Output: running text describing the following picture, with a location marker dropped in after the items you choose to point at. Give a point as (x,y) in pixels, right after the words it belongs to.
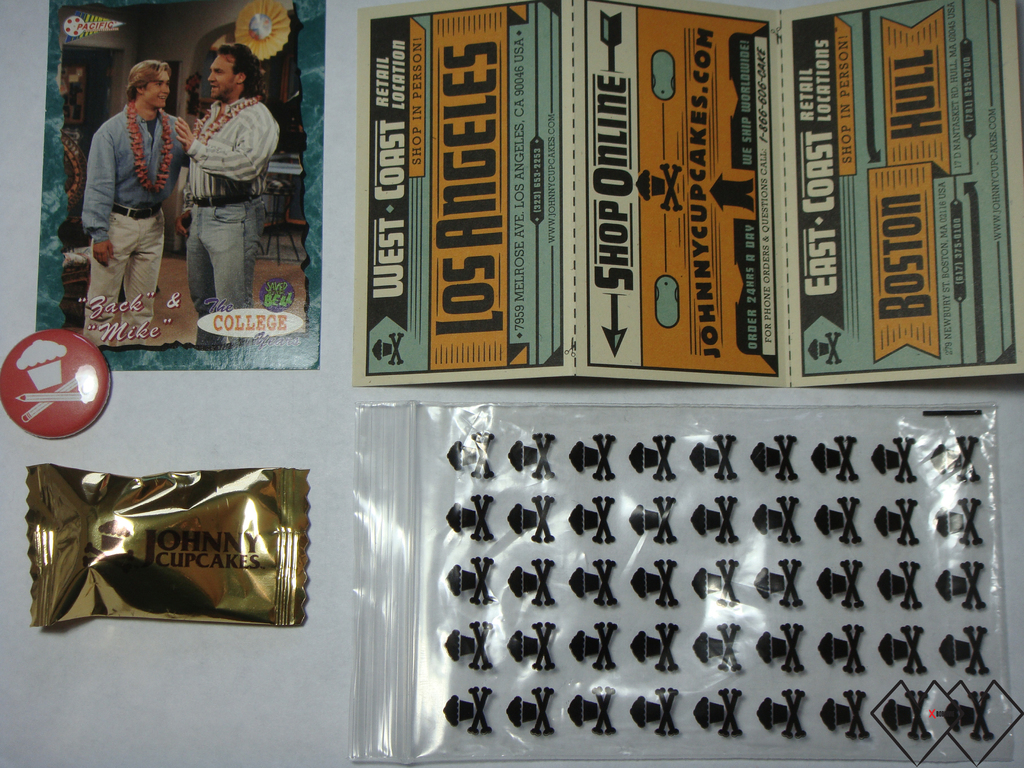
It is an image, in this 2 men (217,217) are standing, they wore garlands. At the down it is a chocolate cover (216,569) and this is the plastic cover (810,582).
